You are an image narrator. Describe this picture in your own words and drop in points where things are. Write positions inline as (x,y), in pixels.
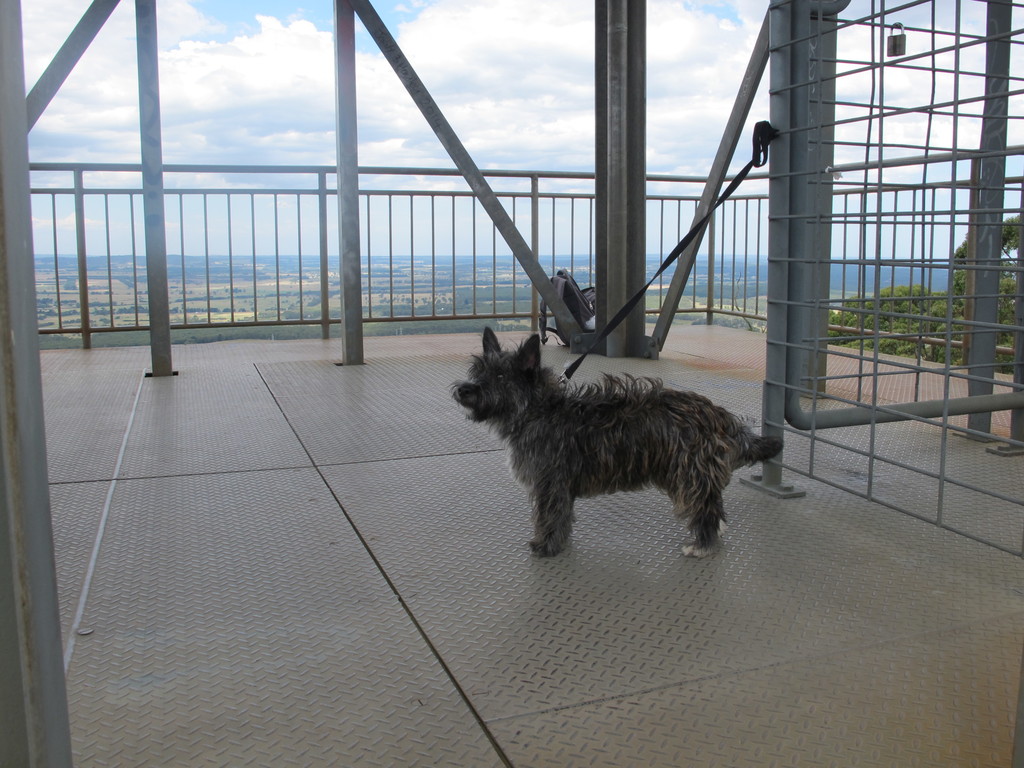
In this image I can see a dog (571,442) is tied to an object (777,214). In the background (317,271) I can see fence (321,227), poles (786,310), trees (961,286) and the sky (381,180).
